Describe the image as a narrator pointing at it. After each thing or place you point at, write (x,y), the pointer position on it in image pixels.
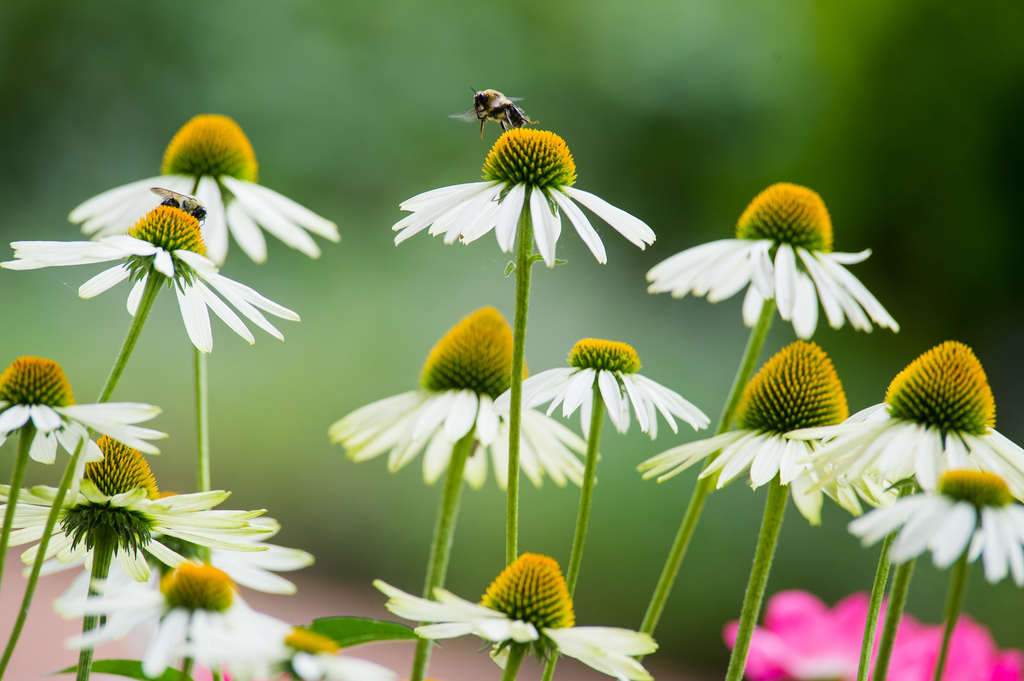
At the top of this image (470,111), there is an insect (496,108) on a white color flower (537,188). On the left side (240,192), there is an insect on a white color flower (214,303) and there are flowers (221,177). On the right side (826,375), there are flowers (555,404). And the background (577,287) is blurred.
